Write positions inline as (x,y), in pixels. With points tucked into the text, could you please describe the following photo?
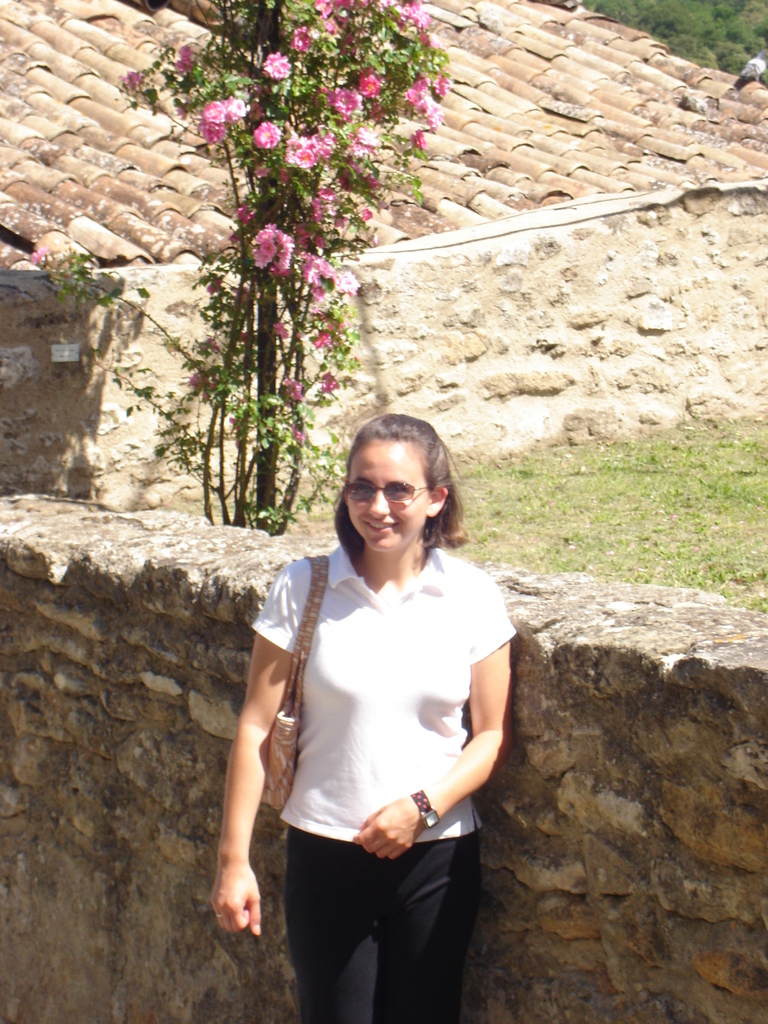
In this picture there is a woman (368,536) standing and smiling. At the back (105,489) there is a wall (604,585) and there are pink color flowers (275,62) on the plant (269,523). There is a pigeon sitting on the building (528,103). There are roof tiles (554,141) on the top of the building (456,170). There are trees (751,31) behind the building (546,135). At the bottom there is grass (594,454).
